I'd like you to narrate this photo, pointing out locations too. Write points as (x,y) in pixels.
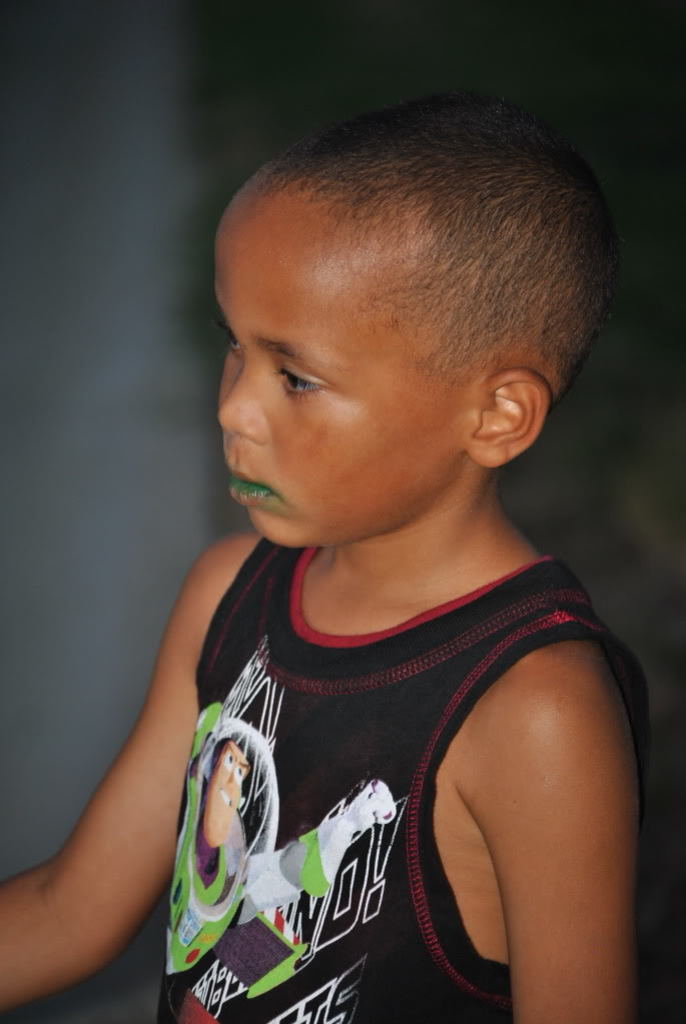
In this picture there is a boy (218,239) standing. In the background of the image (103,11) it is blurry.
